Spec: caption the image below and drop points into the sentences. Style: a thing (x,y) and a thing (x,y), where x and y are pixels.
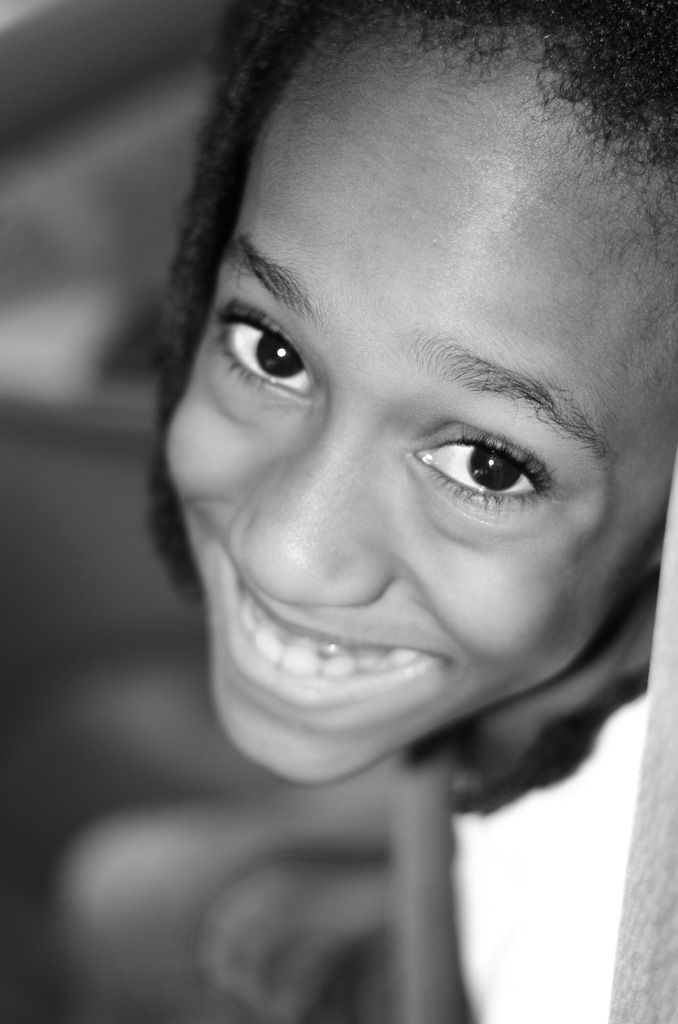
This is a black and white pic. In this image we can see a person (391,521) is smiling. In the background (137,989) the image is blur.
